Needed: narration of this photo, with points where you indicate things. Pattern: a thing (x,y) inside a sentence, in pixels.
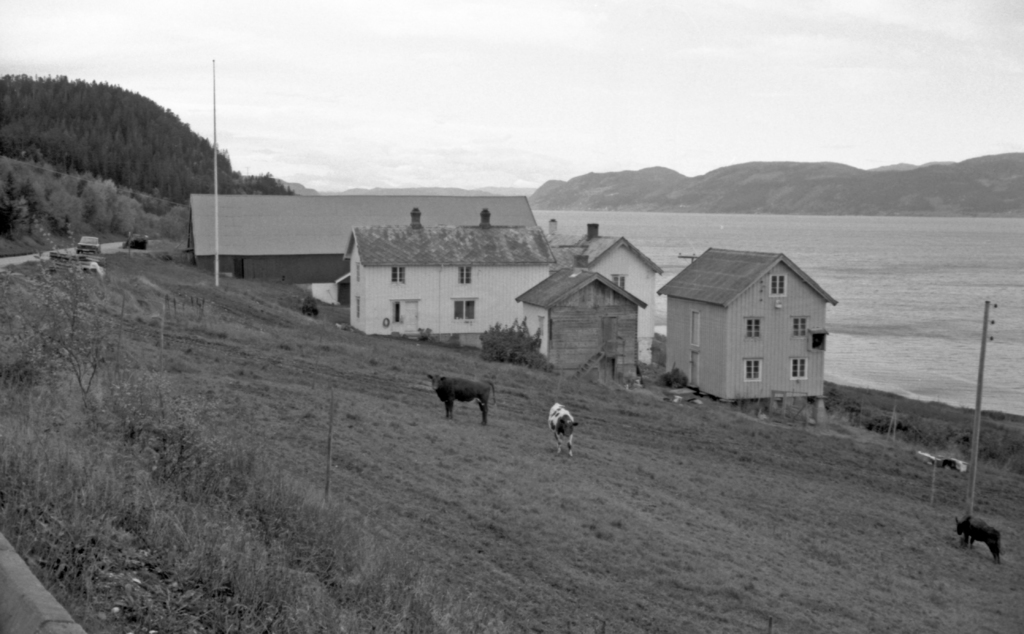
In this picture I can observe animals (443,401) on the land (673,435). In the middle of the picture (424,291) I can observe houses (565,260). On the right side (834,248) I can observe a river (776,246). In the background (829,177) I can observe hills (535,193) and sky (448,96).
